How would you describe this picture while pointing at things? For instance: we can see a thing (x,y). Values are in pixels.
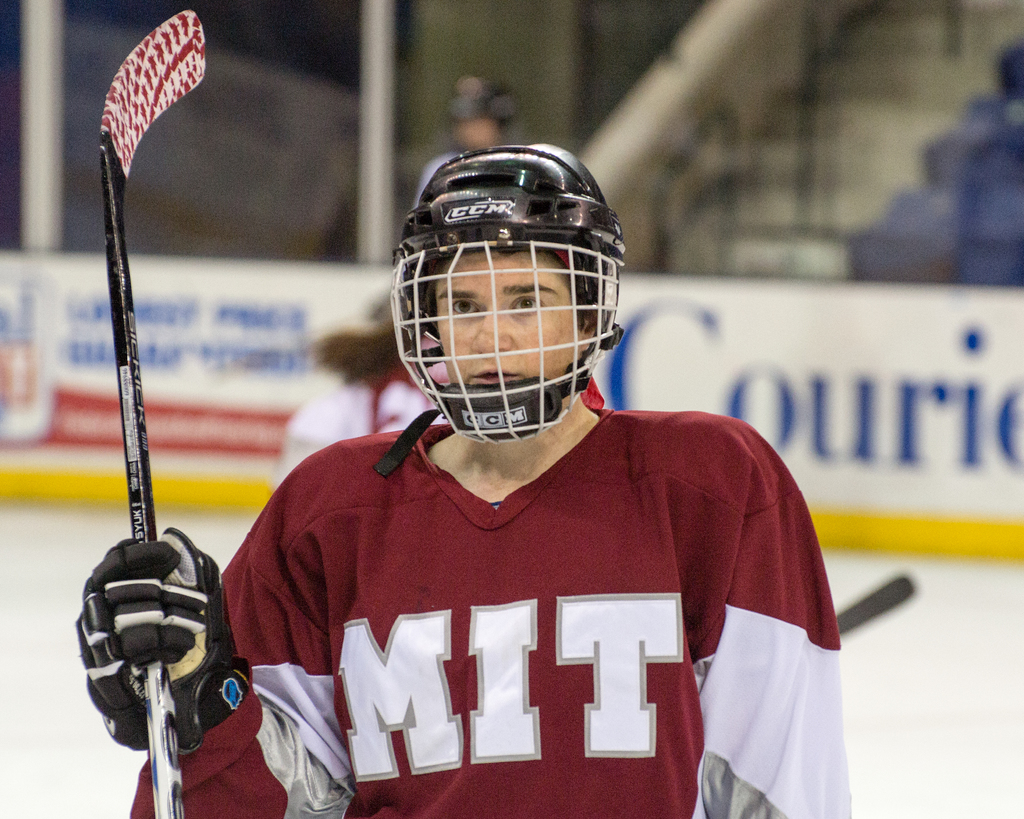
In this image we can see a man (541,463). He is wearing maroon color t-shirt (522,536), black glove (169,636), black helmet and holding a hockey stick (149,513) in his hand (149,618). In the background (871,148), we can see a banner (780,333), people (323,355) and sitting area (923,122) of the playground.
